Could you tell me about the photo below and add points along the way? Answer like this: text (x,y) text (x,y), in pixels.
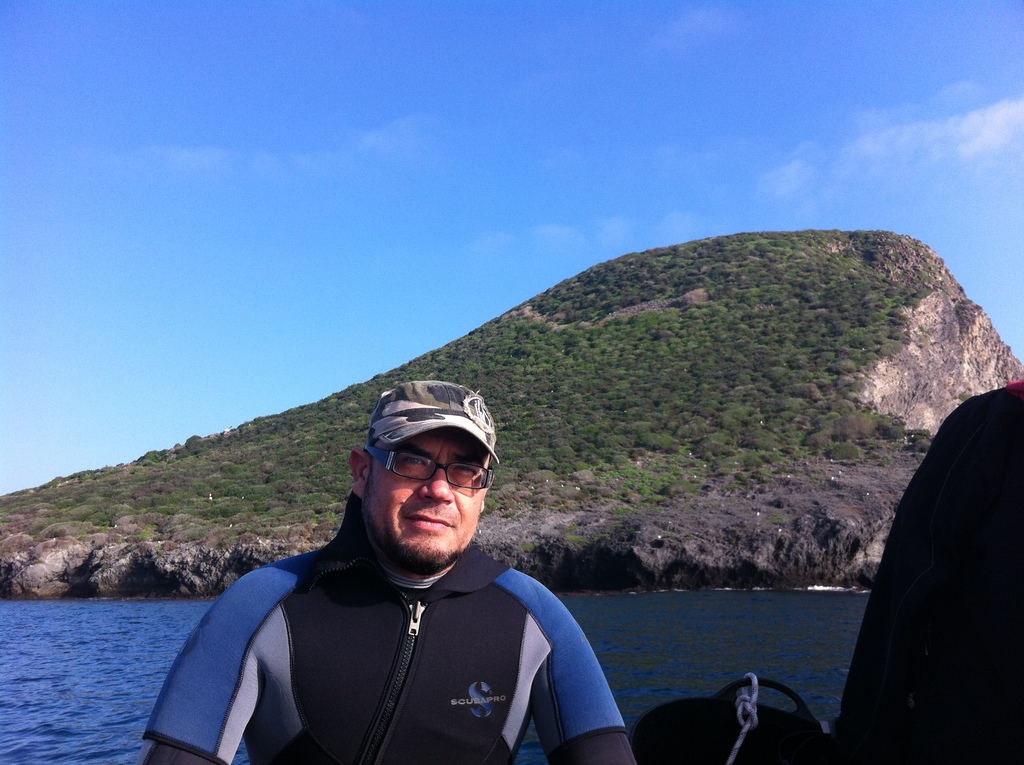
In this picture we can see a man (584,670) in the front (553,661), he wore a cap (436,424) and spectacles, there is water (123,638) in the middle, in the background (853,337) we can see a hill (641,303) and plants (718,316), there is the sky (596,157) at the top of the picture (560,146).
